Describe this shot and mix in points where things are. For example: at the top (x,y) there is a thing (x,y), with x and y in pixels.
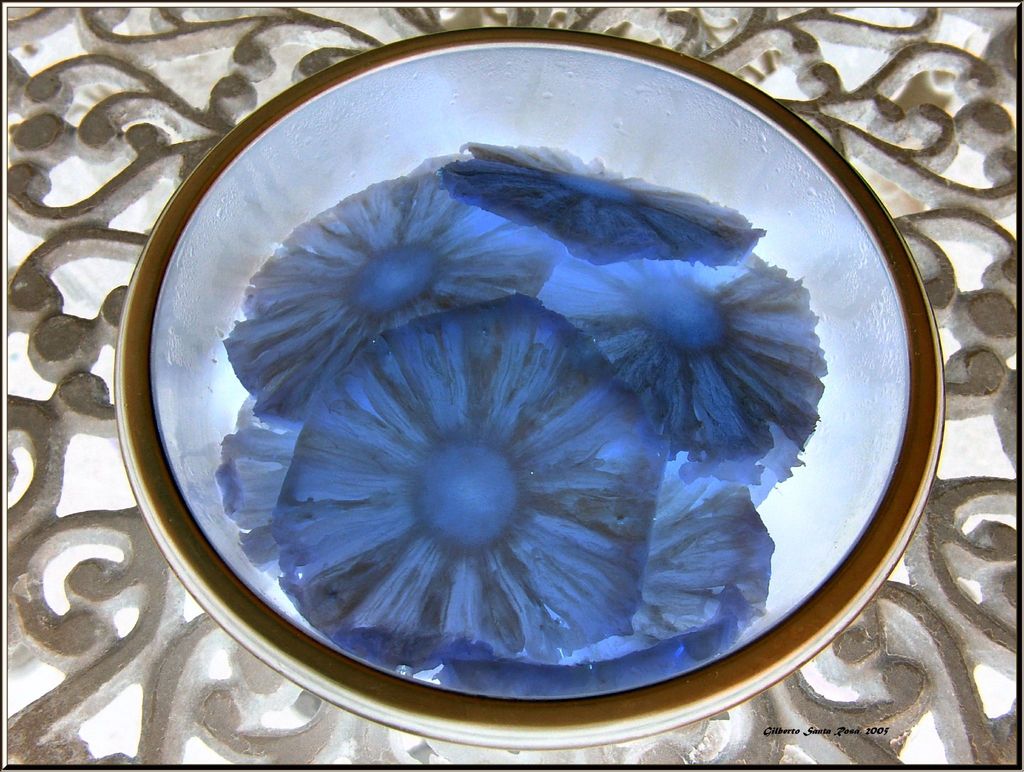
In this picture I can see the bowl (708,555) which is placed on this concrete fencing (994,367). In the center (548,317) I can see the flower design (478,464).
